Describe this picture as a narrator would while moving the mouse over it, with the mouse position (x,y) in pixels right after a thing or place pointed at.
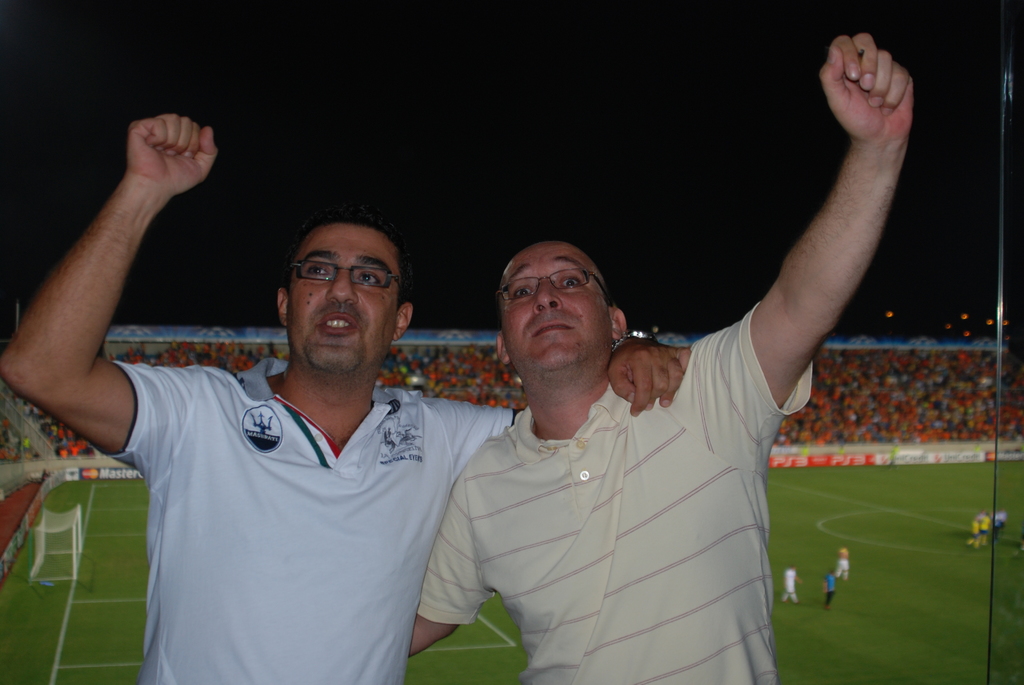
In this image I can see two persons (382,533) wearing t shirts (519,540) and spectacles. In the background (862,515) I can see the ground (862,515), few persons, the goalpost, the stadium (120,354), number of persons (877,397) in the stadium (136,345) and the dark sky (492,138).
